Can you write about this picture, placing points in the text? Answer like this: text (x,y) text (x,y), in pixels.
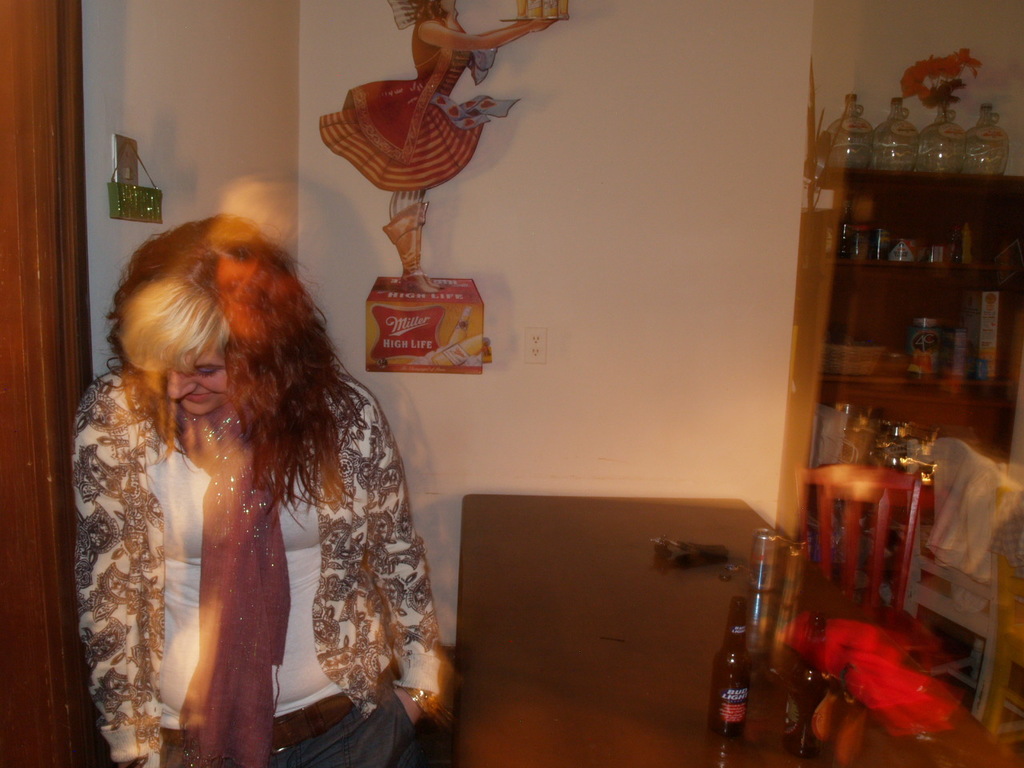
On the left (249,574) we can see woman (232,474) standing and she is smiling. Beside her we can see table (684,620), on table (678,656) they were beer bottles (722,704), can (769,586) etc. And back there is a shelf (900,288) with full of bottles (853,140) and wall (604,210).
